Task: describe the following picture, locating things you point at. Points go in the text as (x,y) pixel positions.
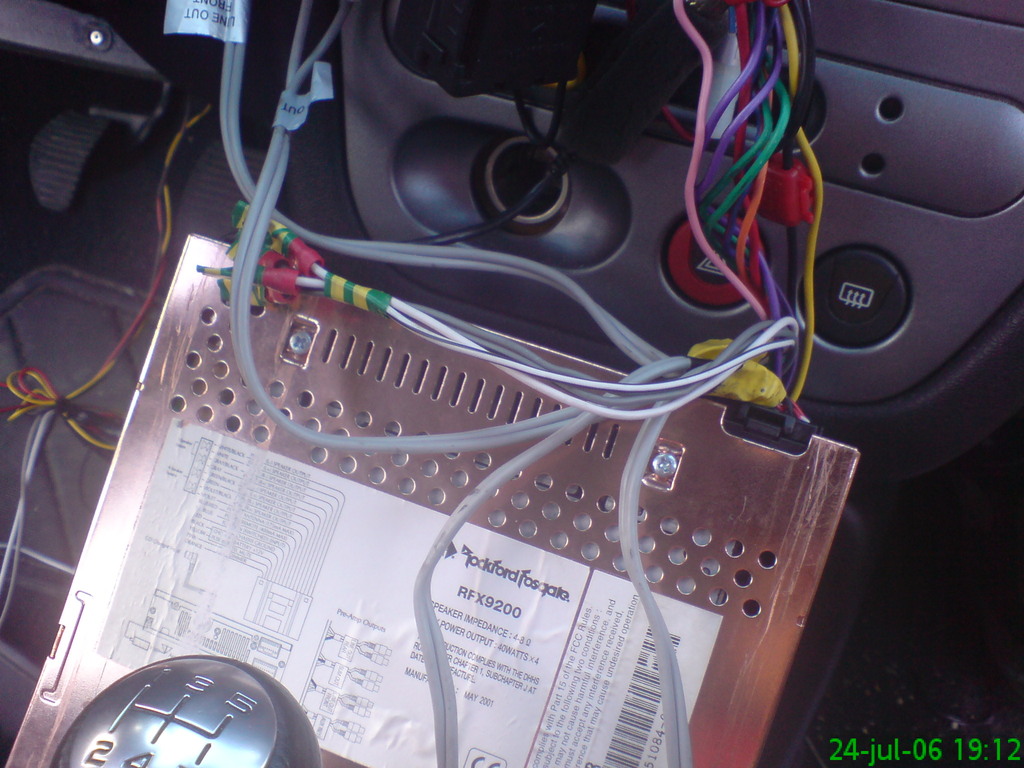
In this image I can see the interior (600,344) of the vehicle (893,45) in which I can see few wires (627,383), the gear rod (197,726) and a metal object (738,536) to which I can see a white colored sticker (413,665).
